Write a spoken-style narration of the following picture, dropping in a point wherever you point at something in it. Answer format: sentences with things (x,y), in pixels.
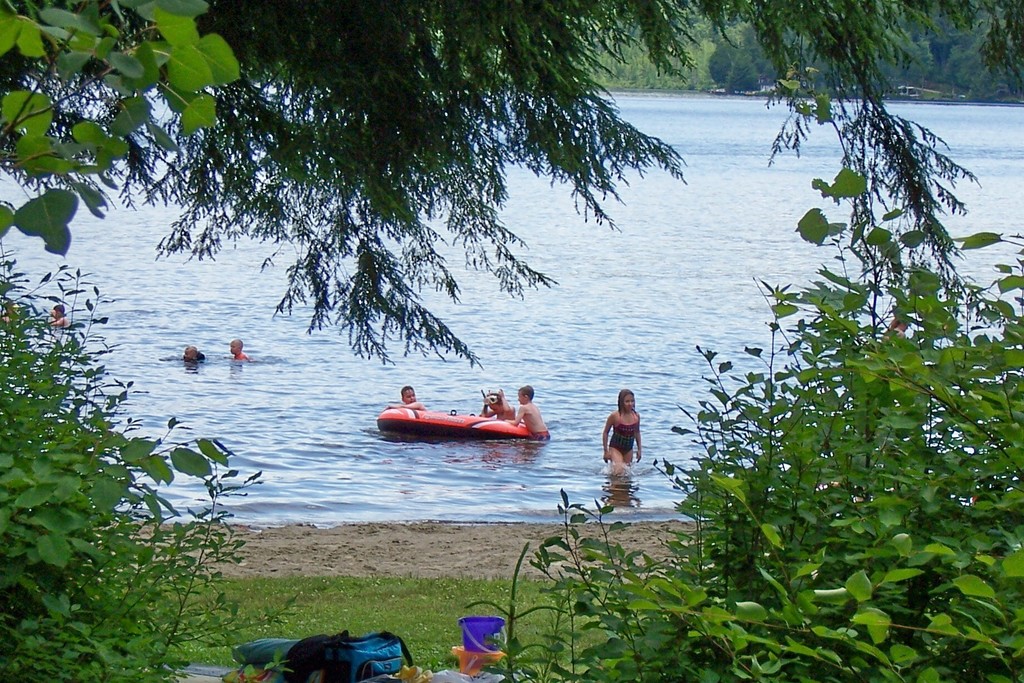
In the foreground of this image (808,622), there are trees (122,598) at the bottom (109,600) and also we can see a bag (355,659), two buckets (475,674) and few more objects (451,679) on the grass (544,662). In the middle (527,414), there are few people (189,350) in the water (190,374) and also few (495,410) are on the inflatable object (473,417). At the top (286,71), there are trees (474,70). In the background (720,144), there is water (716,103) and the trees (699,75).
